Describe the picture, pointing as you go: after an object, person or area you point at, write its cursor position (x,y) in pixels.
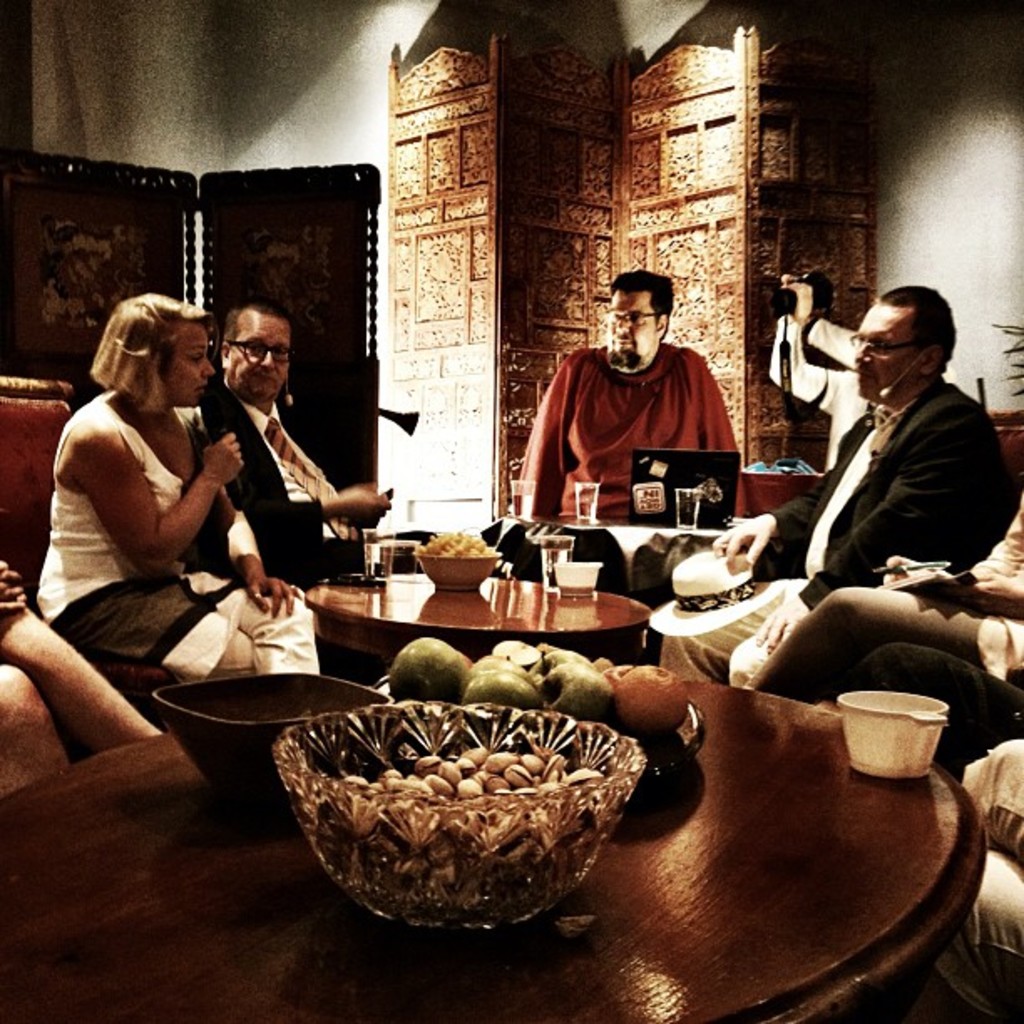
The image is inside the room (612,454). In the image there are group of people (797,604) on left side (207,348) there is a woman (178,499) who is holding her microphone (213,416) and opened her mouth (206,390) for talking. In middle of the image (602,374) there is a man (616,372) who is sitting in front of a laptop (645,490) which is placed on table (600,518). On table (845,782) we can see a glass (581,506), bowl (480,576) with some food (453,553), fruits (551,670), mug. On right side (696,642) there is a man (755,535) who is holding his hat (700,596) and there is also a another man (893,556) who is holding his pen (900,569). In background (936,235) there is a wall (953,177) which is in white color.
